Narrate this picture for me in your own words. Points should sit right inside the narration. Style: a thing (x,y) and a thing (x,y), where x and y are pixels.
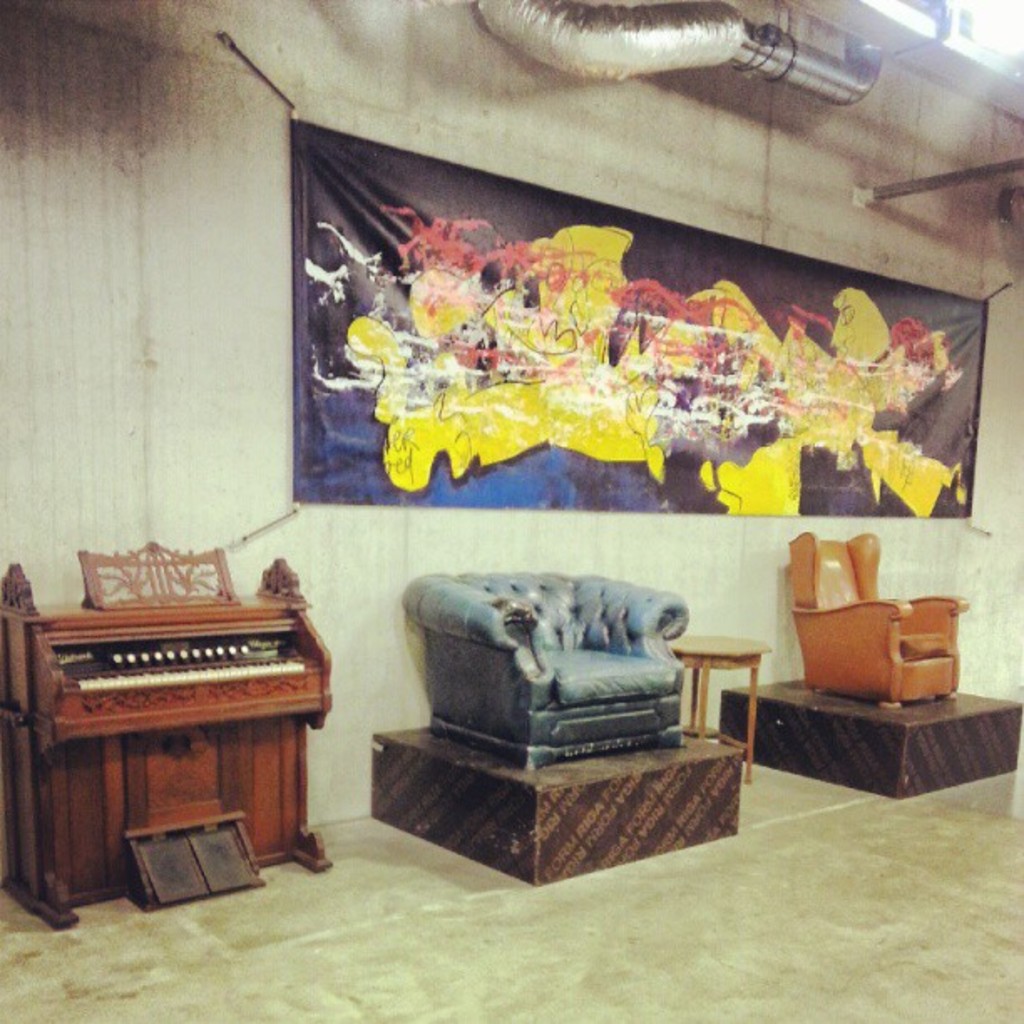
In this image I can see a couch (517,683), chair (872,638) and a piano (152,681).
